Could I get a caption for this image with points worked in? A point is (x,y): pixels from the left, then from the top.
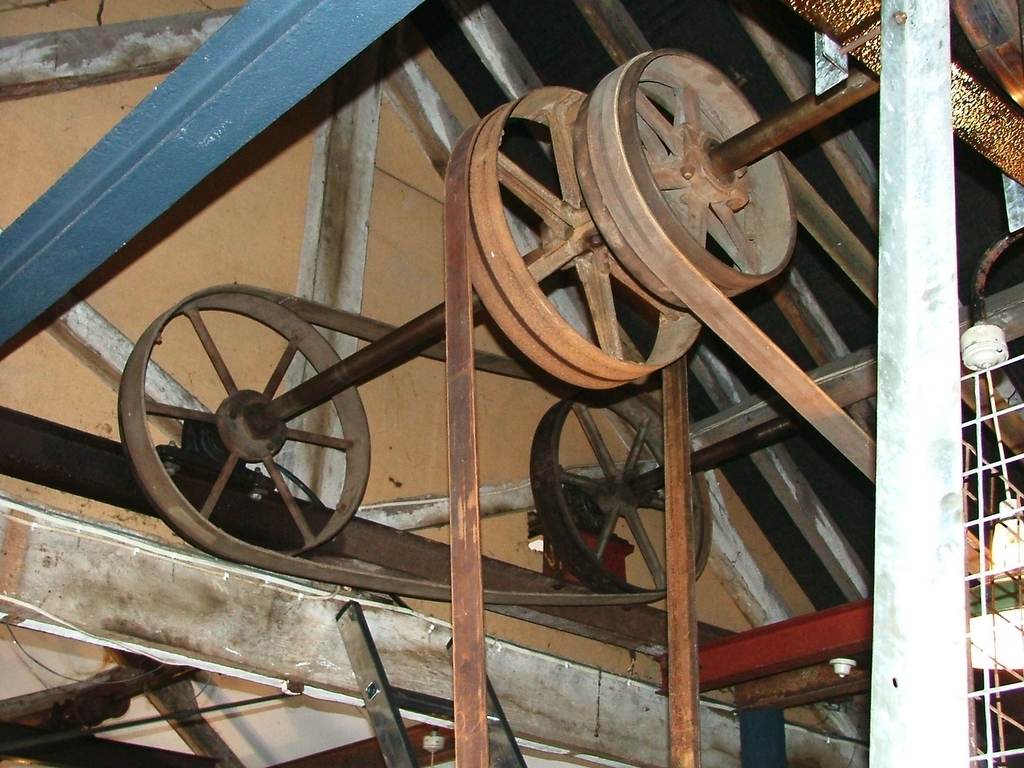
This picture shows an inner view of a room (862,208). We see a machine (312,336) with wheels (522,302) and belts (771,365) to it and we see a ladder (498,719) on the side.
